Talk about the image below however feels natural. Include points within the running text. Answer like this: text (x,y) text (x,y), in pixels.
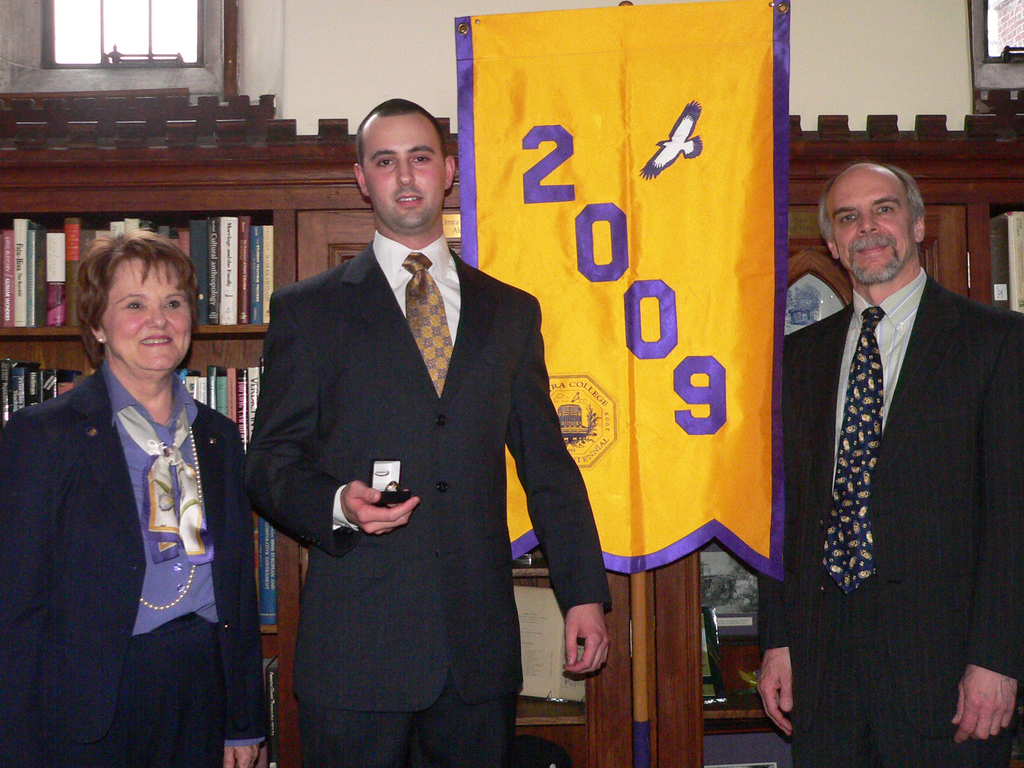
This image consists of three persons (449,550). All are wearing suits (248,622). In the middle (385,400), the man (367,517) is holding a ring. In the background (553,251), we can see a bookshelf (1014,206) along with flag (627,244) and a wall (966,66).
